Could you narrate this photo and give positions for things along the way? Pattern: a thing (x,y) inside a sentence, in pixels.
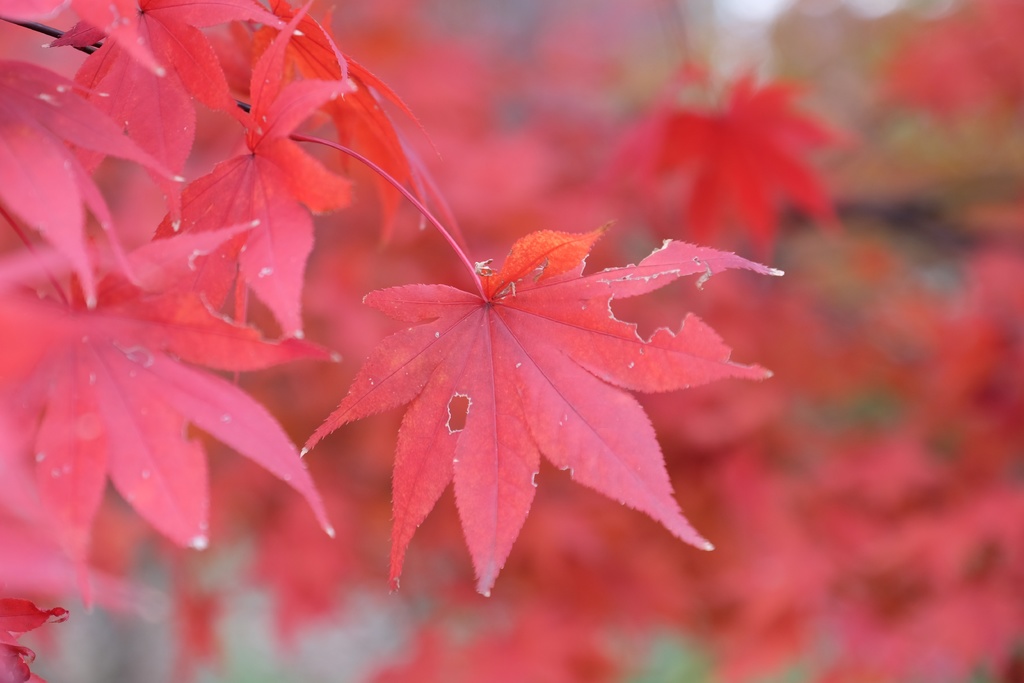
In this picture we can see red color leaves (268,168), there is a blurry background (842,86).
